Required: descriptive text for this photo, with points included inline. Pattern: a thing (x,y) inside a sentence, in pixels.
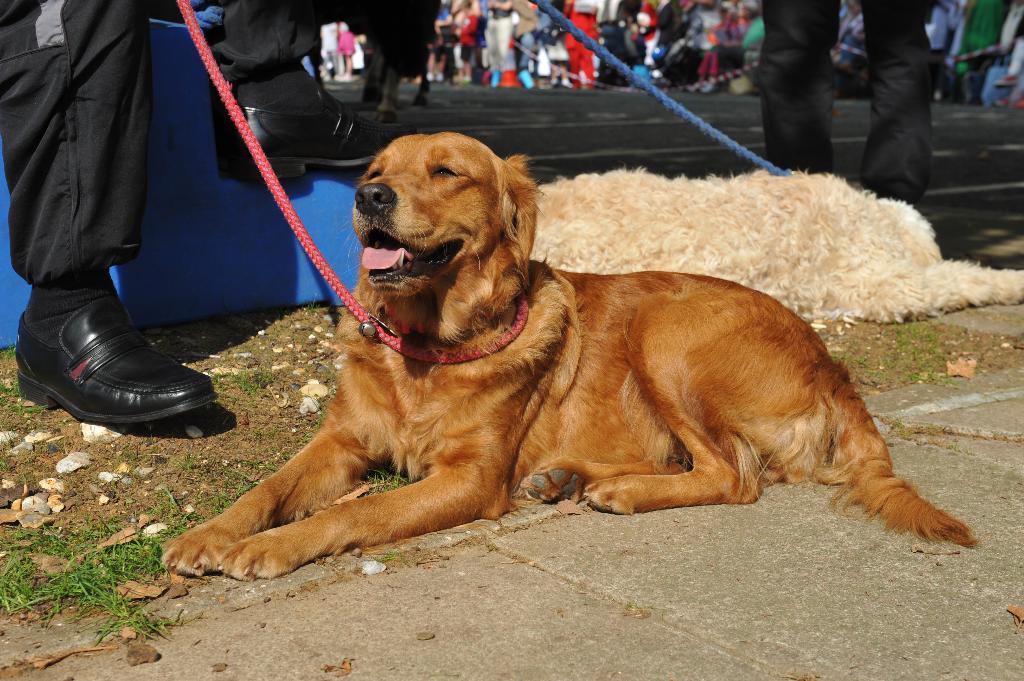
In this image we can see dogs (638,170) and there are people (33,24). We can see a road (651,129).
